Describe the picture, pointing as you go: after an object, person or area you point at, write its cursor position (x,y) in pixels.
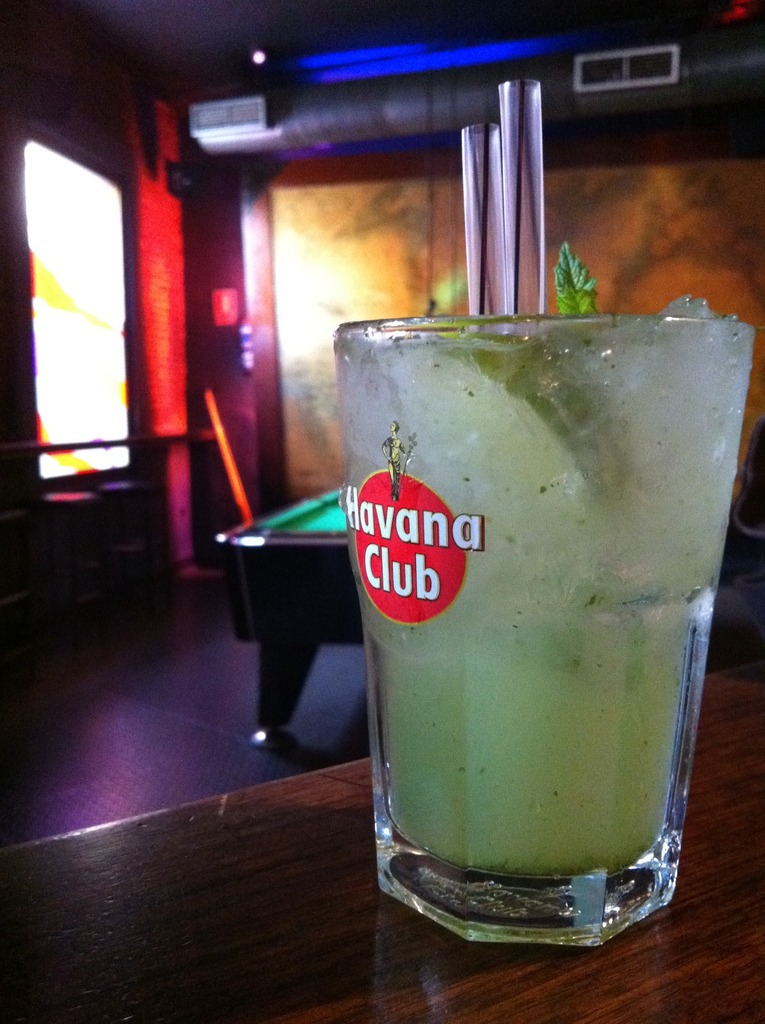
In the image we can see there is a juice glass (510,726) kept on the table (446,932) and behind there is a billiards board (262,546).
